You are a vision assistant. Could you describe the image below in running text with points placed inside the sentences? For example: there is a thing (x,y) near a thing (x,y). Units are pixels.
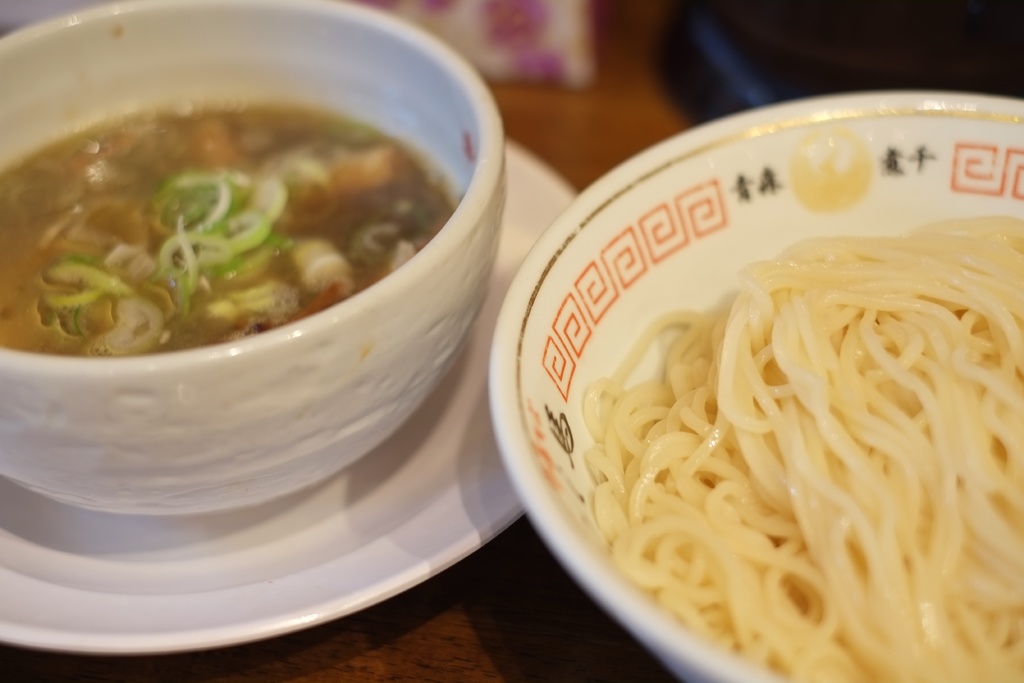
In this picture couple of bowls (243,14). I can see noodles (851,476) in one bowl (685,276) and some food (201,256) in another bowl (115,79) in the plate (159,585) on the table (337,662).
